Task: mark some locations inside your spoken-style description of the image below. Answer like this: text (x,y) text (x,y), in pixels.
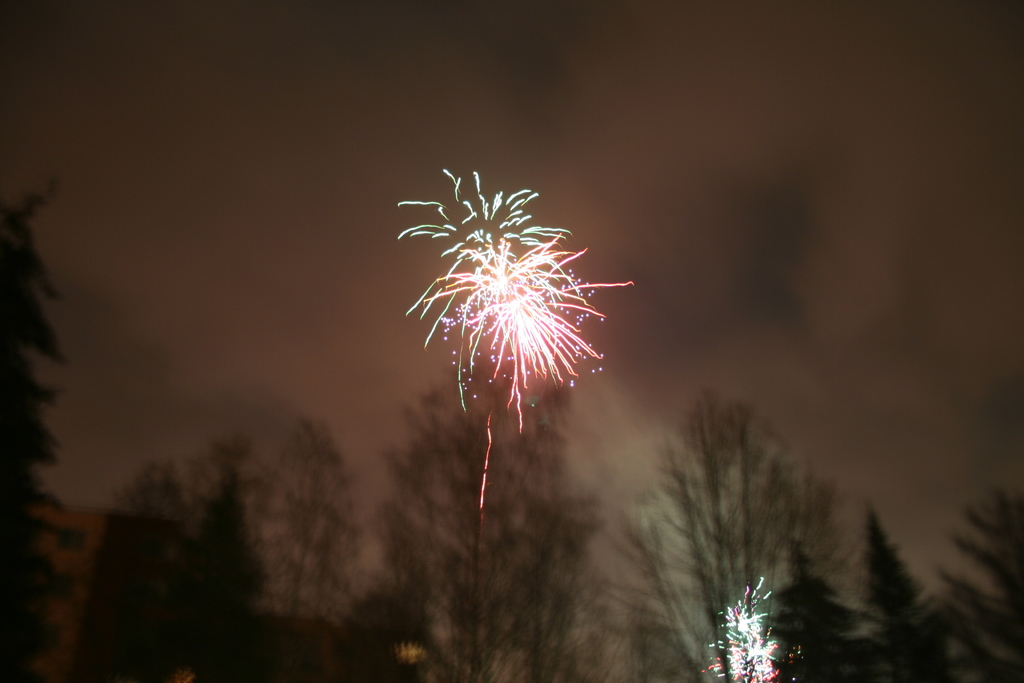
There are trees (958,664) on the ground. In the background (754,648), there are fireworks (754,648) and clouds (546,66) in the sky (404,50).
